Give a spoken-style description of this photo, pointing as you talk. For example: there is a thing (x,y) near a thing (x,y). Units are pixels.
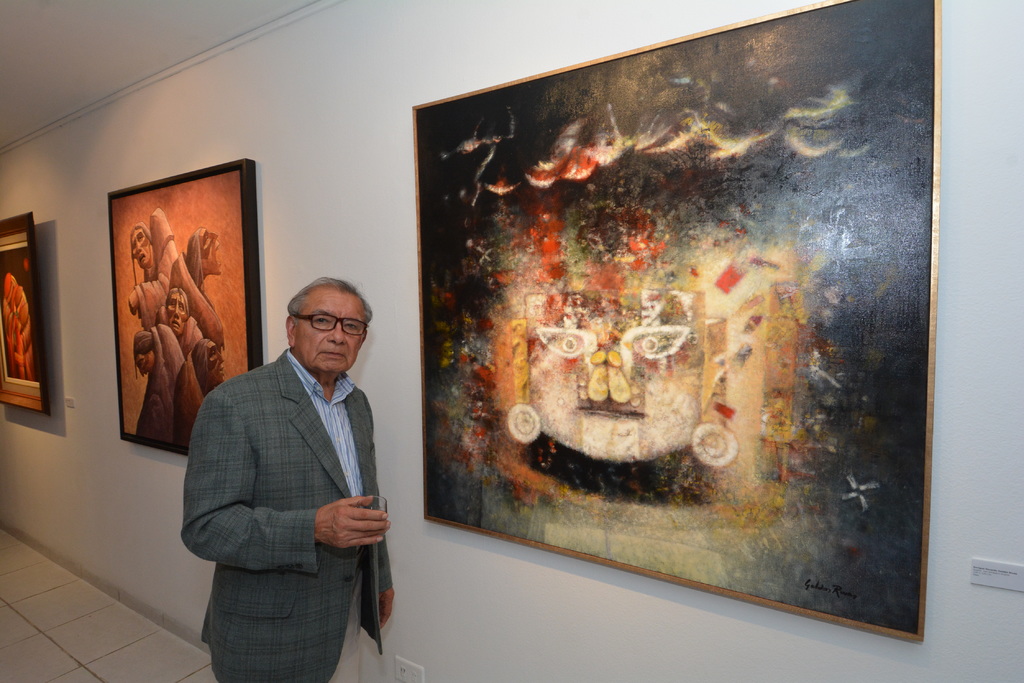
In the center of the image (360,408) we can see one person (315,450) standing and he is wearing glasses (315,316) and he is holding a glass (379,494). In the background (371,126) there is a wall (371,126), roof (20,126), floor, switchboard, photo frames (642,120) and a few other objects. On the photo frames (489,418), we can see some colorful paintings (667,289).
